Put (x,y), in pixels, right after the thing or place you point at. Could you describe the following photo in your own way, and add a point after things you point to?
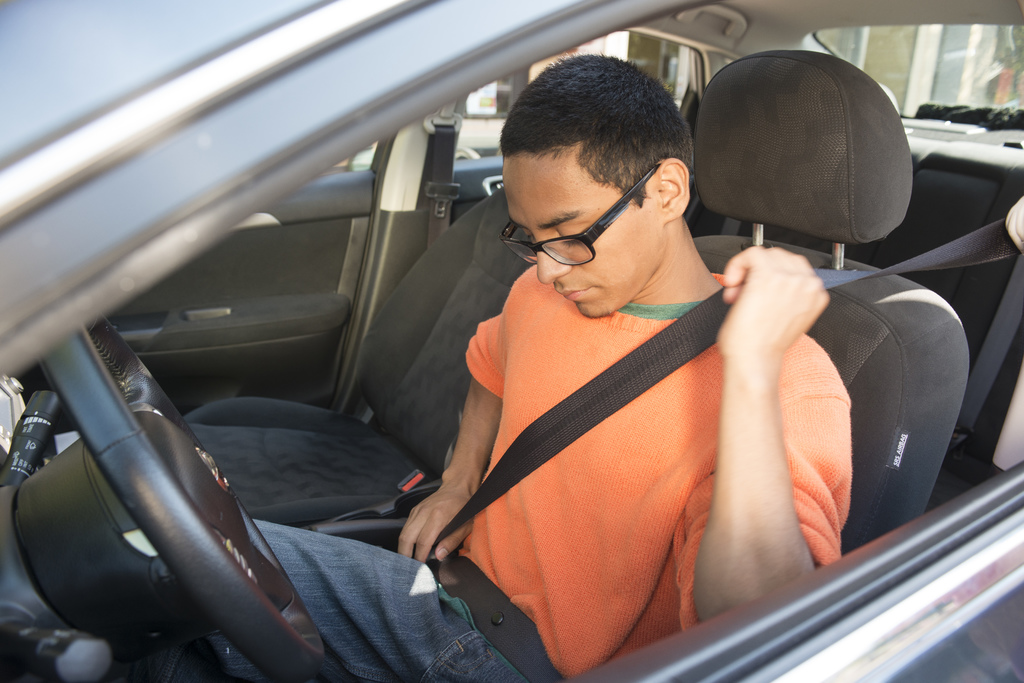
A boy (601,550) is sitting in the driver seat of a car (480,568), he wore an orange color t-shirt (617,506) and black color spectacles (573,243).
